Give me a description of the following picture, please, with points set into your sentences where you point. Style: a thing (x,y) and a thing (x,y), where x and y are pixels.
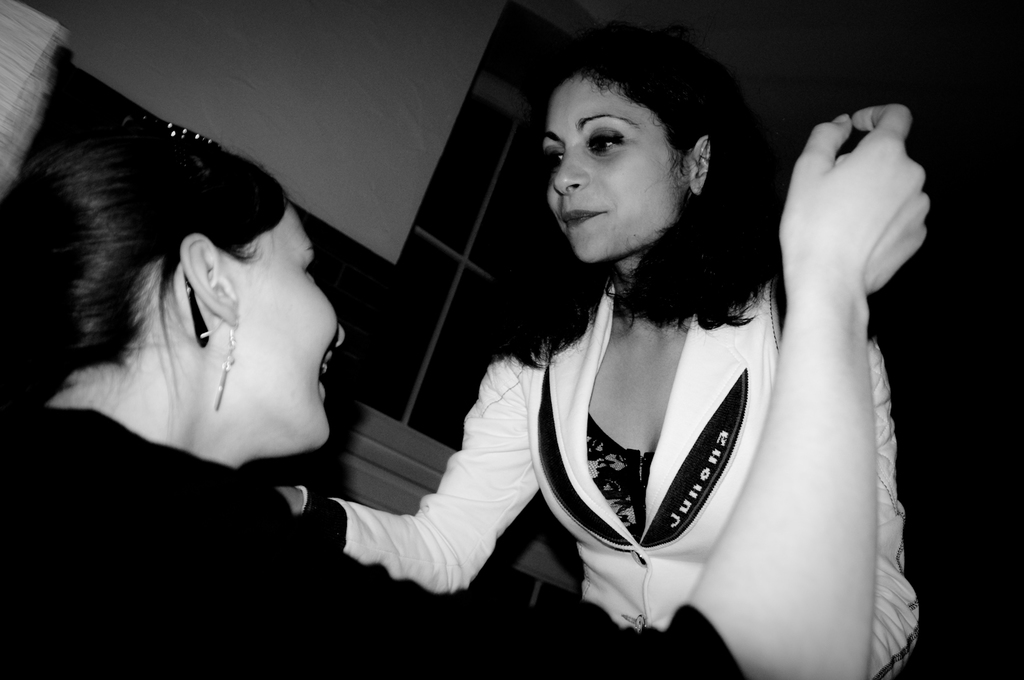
In this image there is one person (193,532) at left side of this image (177,546) is wearing black color dress (208,505) and the person (500,435) at right side (694,462) is wearing white color dress (550,435). There is a wall (416,188) in the background (374,209).
